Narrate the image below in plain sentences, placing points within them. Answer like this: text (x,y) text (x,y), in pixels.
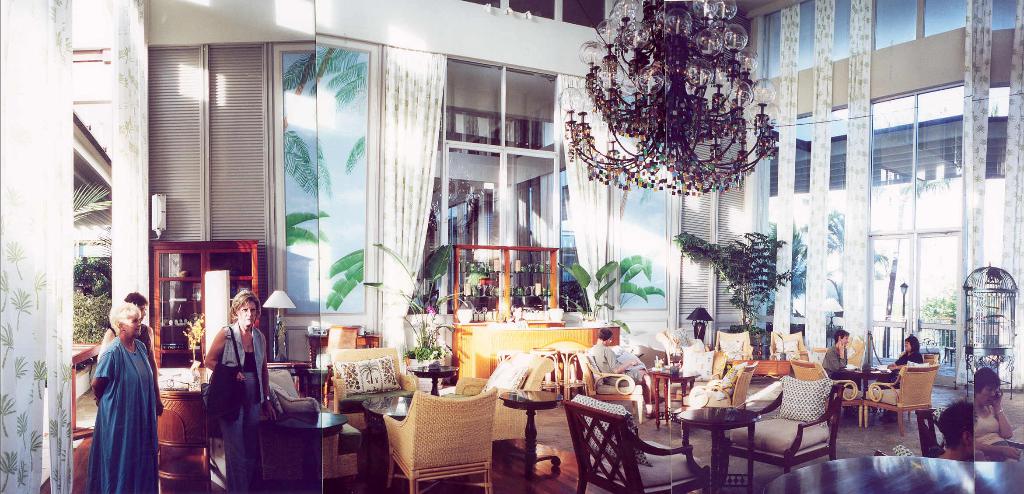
In this image I can see there are the number of chairs (407,446) and tables (308,472) kept on the floor (375,481), on the left side (99,251) I can see a window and there is a curtain (37,169) attached to the window (79,249). and through the I can see some plants (95,315) and trees (104,294) visible. And there is a cup board (201,282) on the left side (174,265) corner and there is a chandelier (643,73) on the roof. And on right side (704,243) there is a plant (768,258) and there are some persons (917,348) sitting on the chairs (912,380) and a person (610,371) sitting on the middle (603,328) and some persons (137,379) standing in the left side (131,317).
